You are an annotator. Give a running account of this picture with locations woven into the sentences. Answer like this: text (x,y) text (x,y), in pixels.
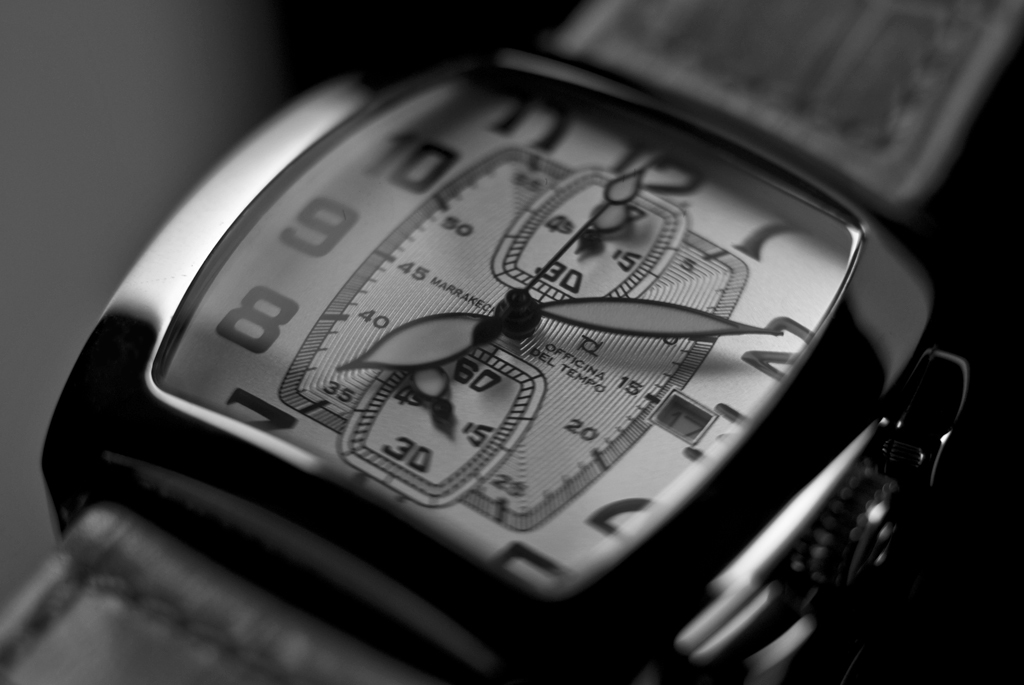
In this image I can see the wrist watch (623,268) which is black and grey in color. I can see the black colored blurry background (277,12).
